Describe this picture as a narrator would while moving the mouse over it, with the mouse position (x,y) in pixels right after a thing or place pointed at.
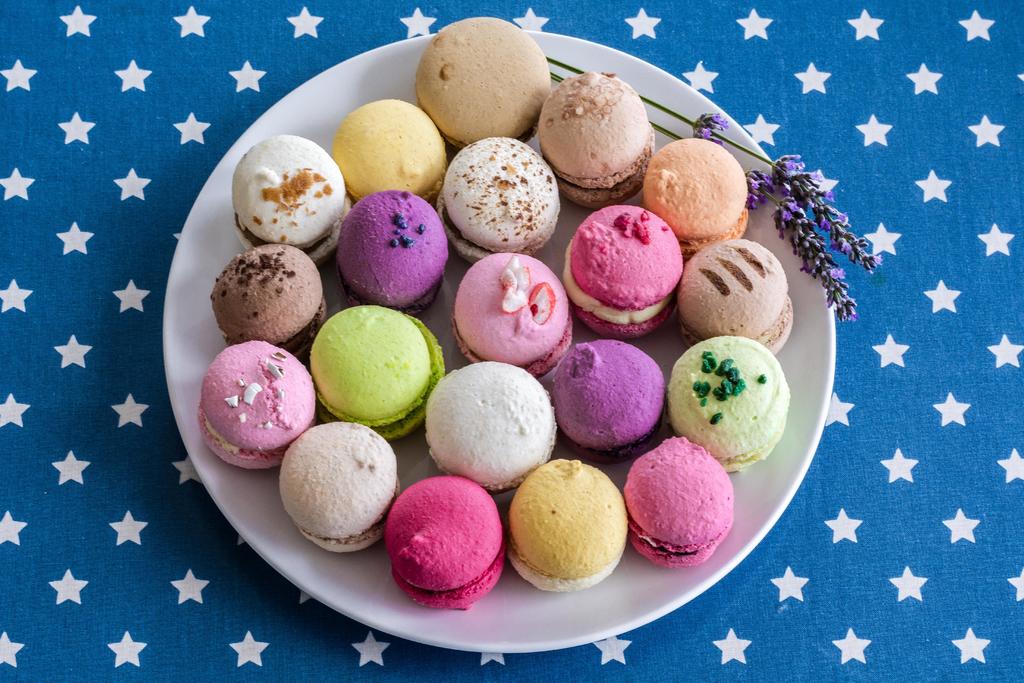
In the image there are some cookies (389,211) kept on a plate (334,292) and under the plate (648,112) there is a cloth (930,146) with stars design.
